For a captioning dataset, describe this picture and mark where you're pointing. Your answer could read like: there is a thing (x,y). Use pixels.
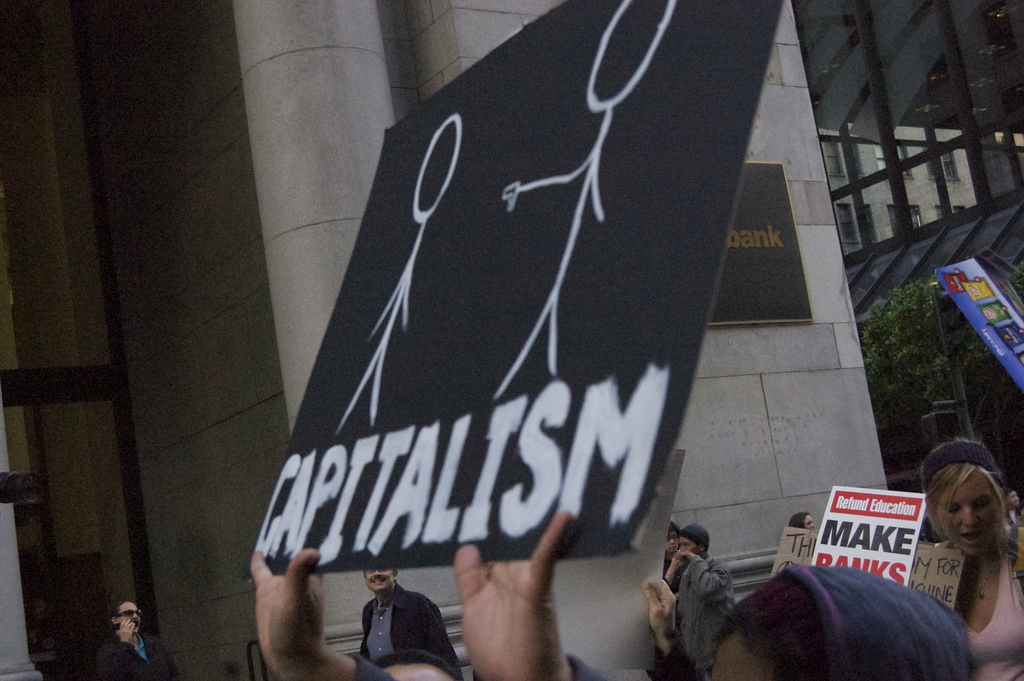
In this image, I can see a person (302,592) holding a black color poster (572,109), there are some people (366,642) standing, on the right side (891,352), there is a tree (880,358) and we can see a wall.
